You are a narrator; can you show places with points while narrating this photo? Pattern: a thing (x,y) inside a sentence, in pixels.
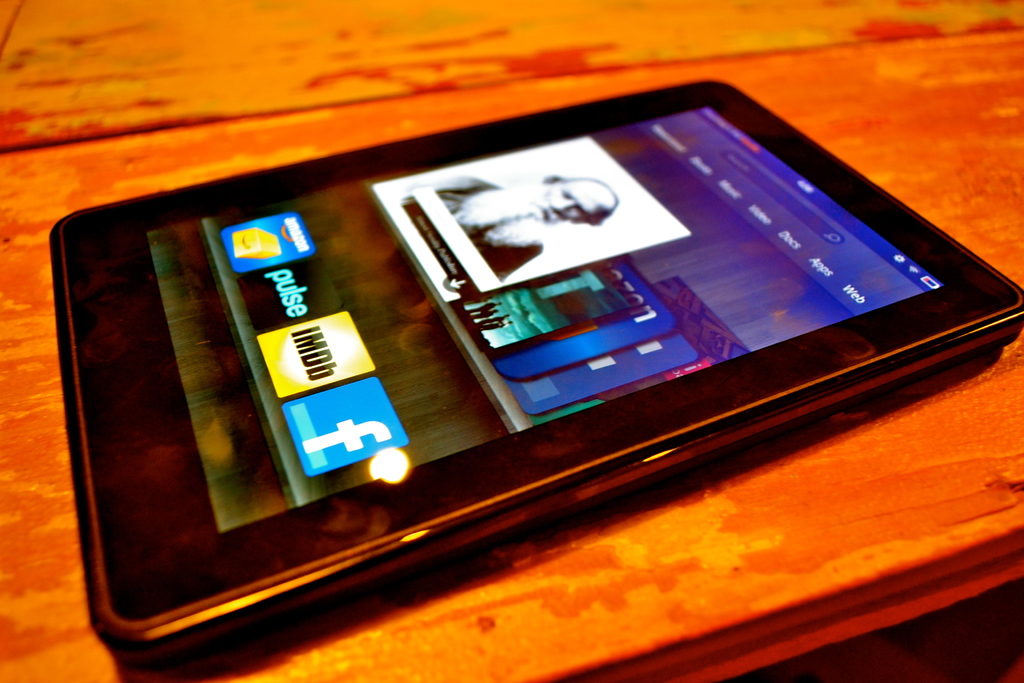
In the image in the center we can see one table (936,14). On the table (936,14), there is a tablet (616,440). In the screen (768,329), we can see different apps (290,411).
